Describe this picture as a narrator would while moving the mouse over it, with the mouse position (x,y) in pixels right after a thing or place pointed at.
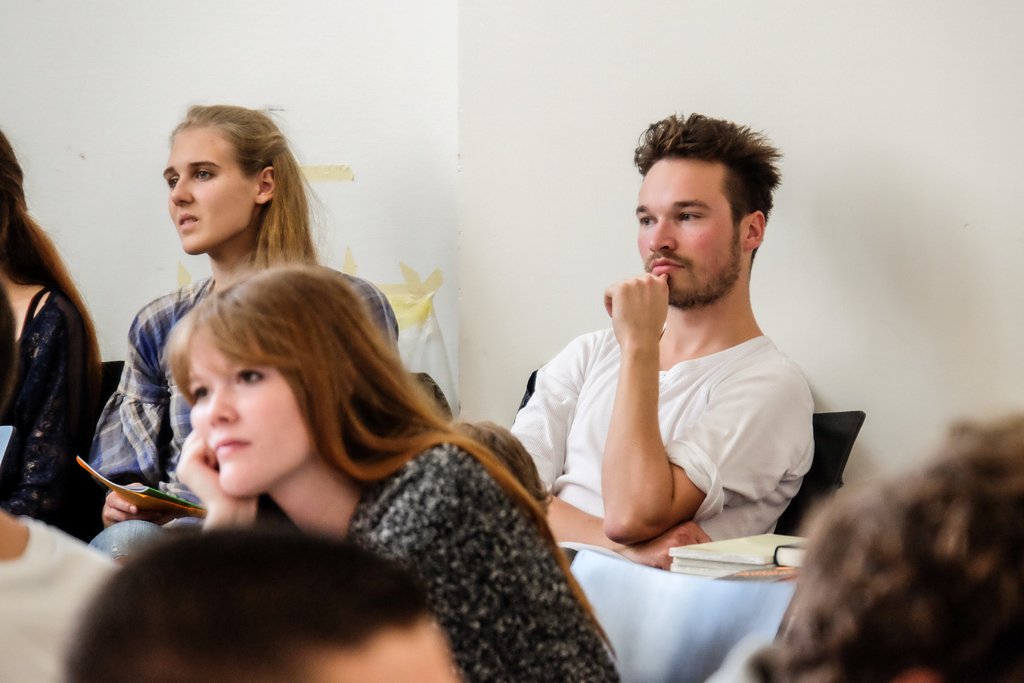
This image is taken indoors. In the background (580,129) there is a wall (897,213). In the middle of the image (343,286) a few people (428,515) are sitting on the chairs (780,622) and there are a few books (742,560) on a person's lap (778,597).
